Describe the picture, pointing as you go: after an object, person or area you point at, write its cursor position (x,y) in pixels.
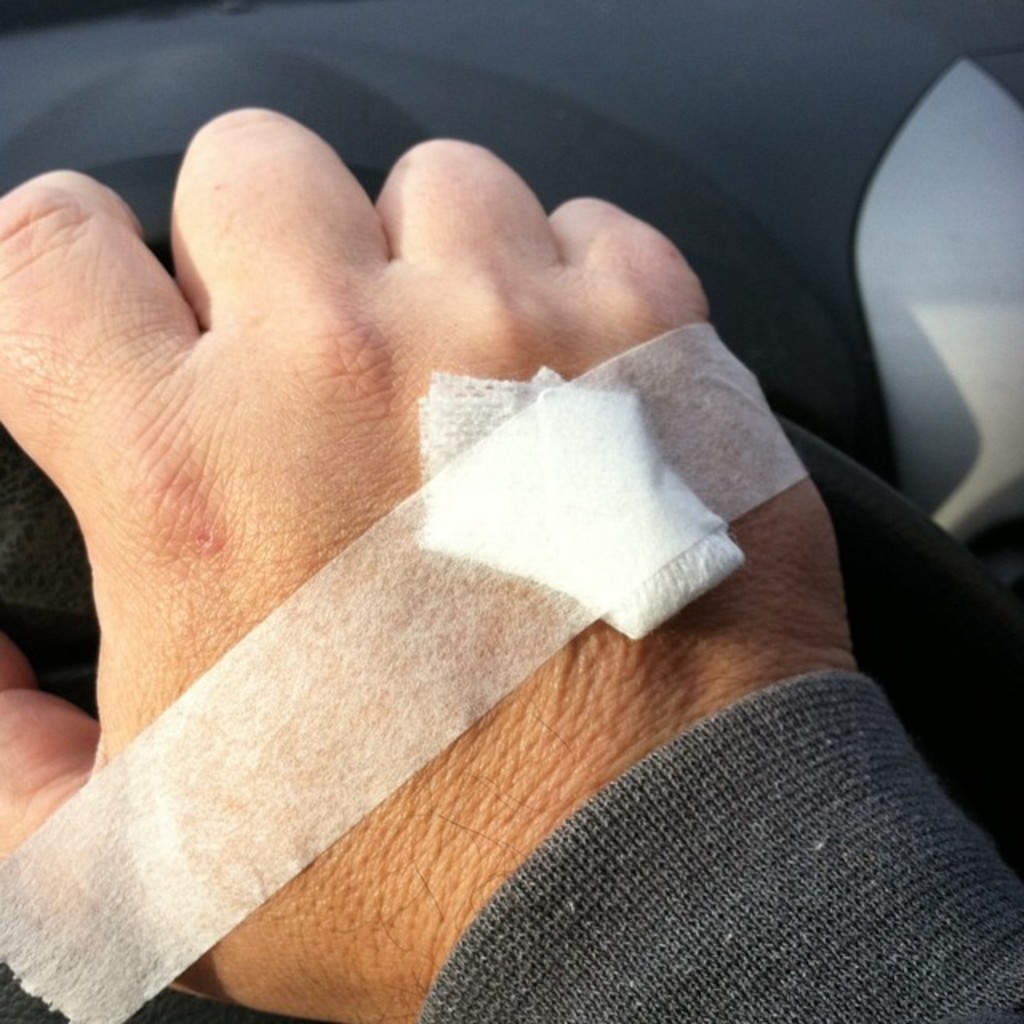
In the center of the image (474,522) we can see a person's hand (18,355) with bandage (521,563).
